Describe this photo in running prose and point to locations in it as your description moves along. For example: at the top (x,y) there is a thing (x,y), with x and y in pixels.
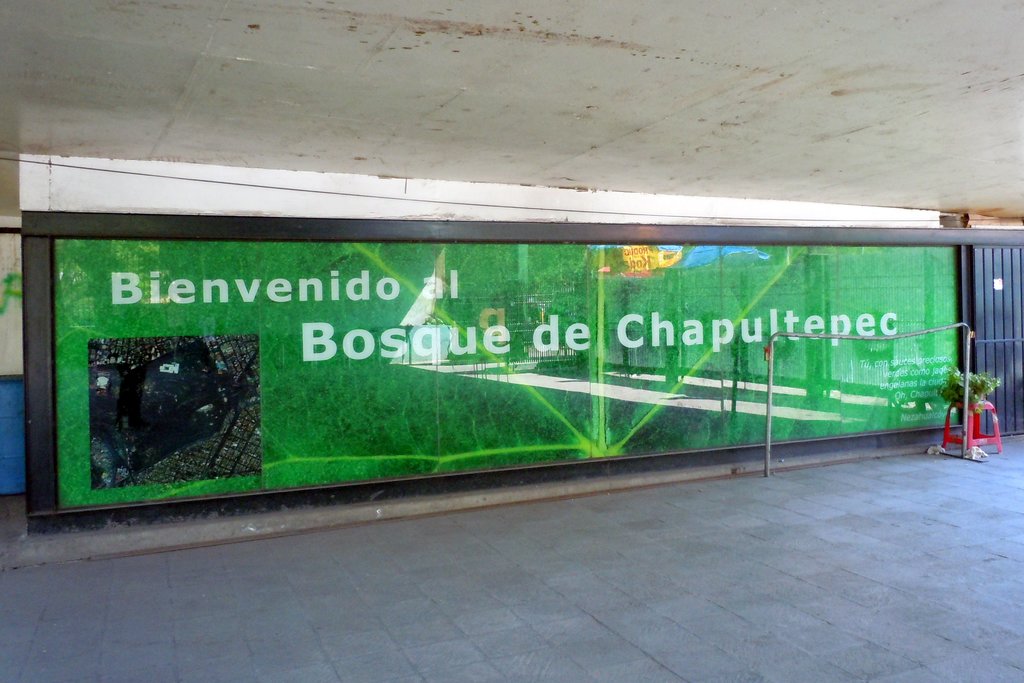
In this image we can see a name board (315,378). We can also see a pole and a plant (956,392) on a stool (971,422) which is placed on the surface (510,567). On the backside (202,199) we can see a drum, a wall (188,198) and a roof (234,98).
